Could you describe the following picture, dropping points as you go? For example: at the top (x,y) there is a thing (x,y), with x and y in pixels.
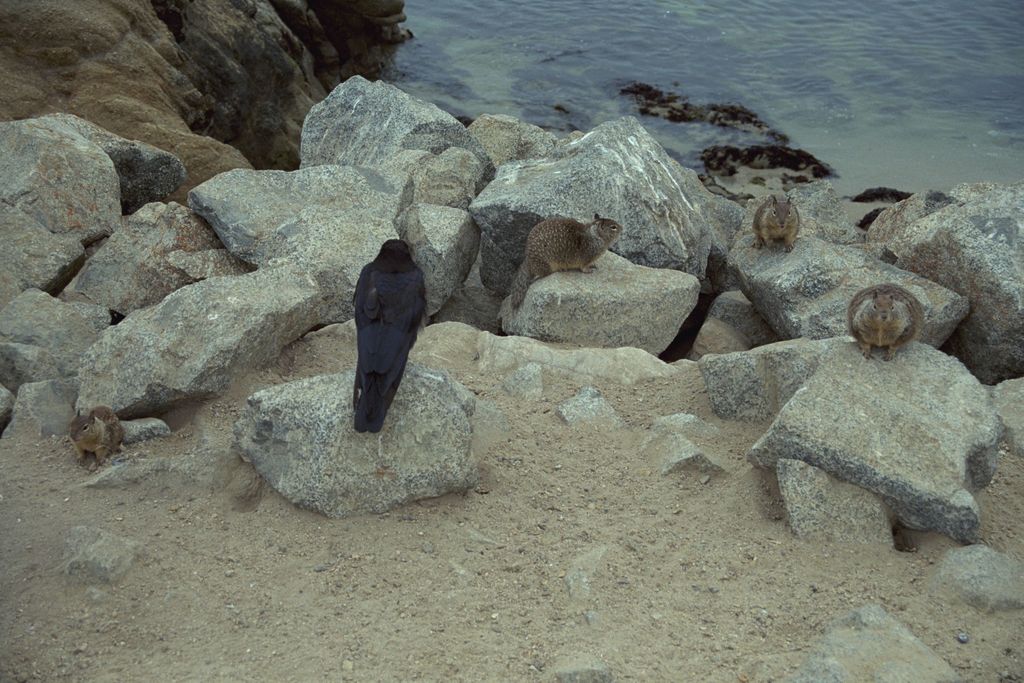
In this image we can see a bird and other animal (561,243) on the stones (242,334). In the background of the image (670,42) there is water (587,57). At the bottom of the image (364,629) there is sand (245,623).
